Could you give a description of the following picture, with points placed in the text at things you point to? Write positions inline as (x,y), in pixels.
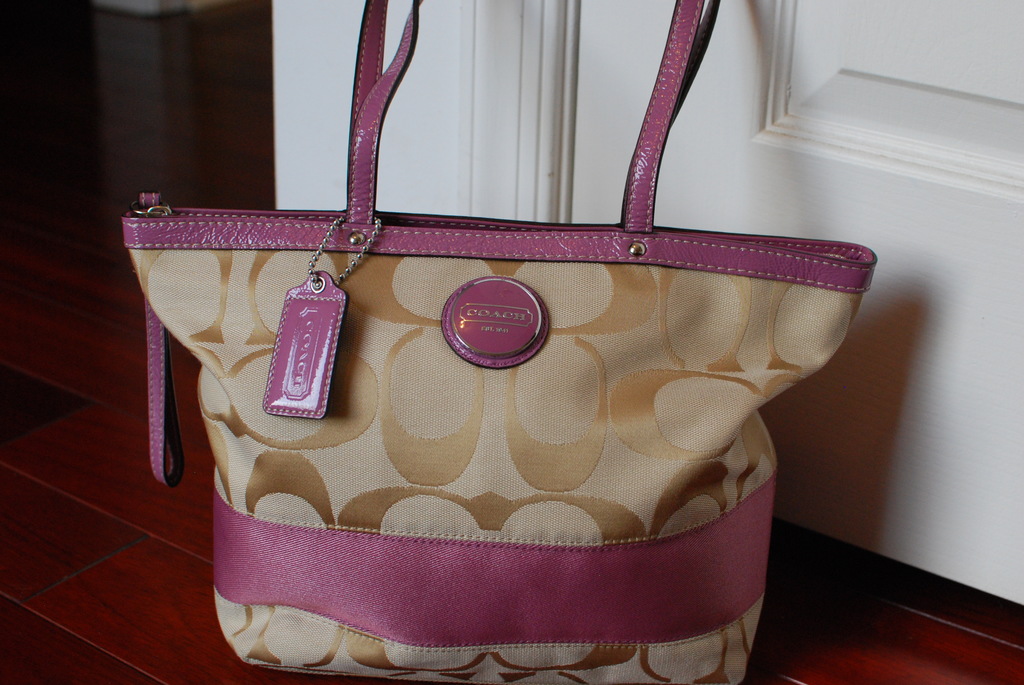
This picture is consists of a handbag (651,172) which is pink and brown in color.
